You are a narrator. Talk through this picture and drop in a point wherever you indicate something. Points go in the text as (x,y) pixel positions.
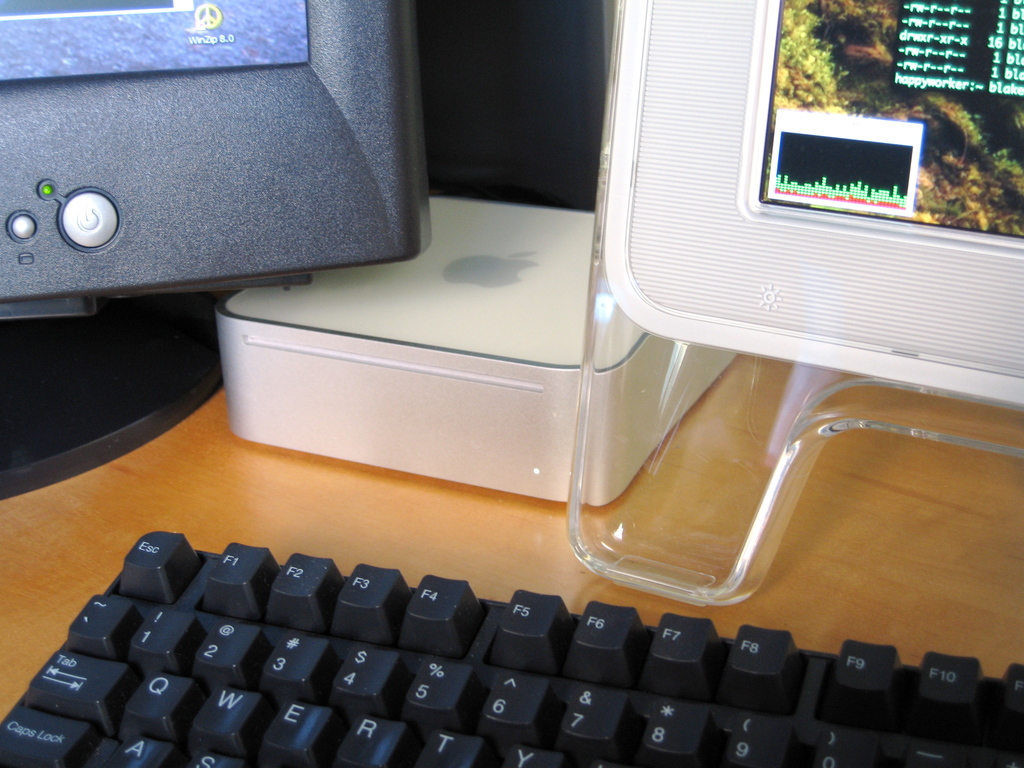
We can see keyboard (536,605), screen (843,54), box (523,271) and monitor (328,267) on wooden surface (400,519).
